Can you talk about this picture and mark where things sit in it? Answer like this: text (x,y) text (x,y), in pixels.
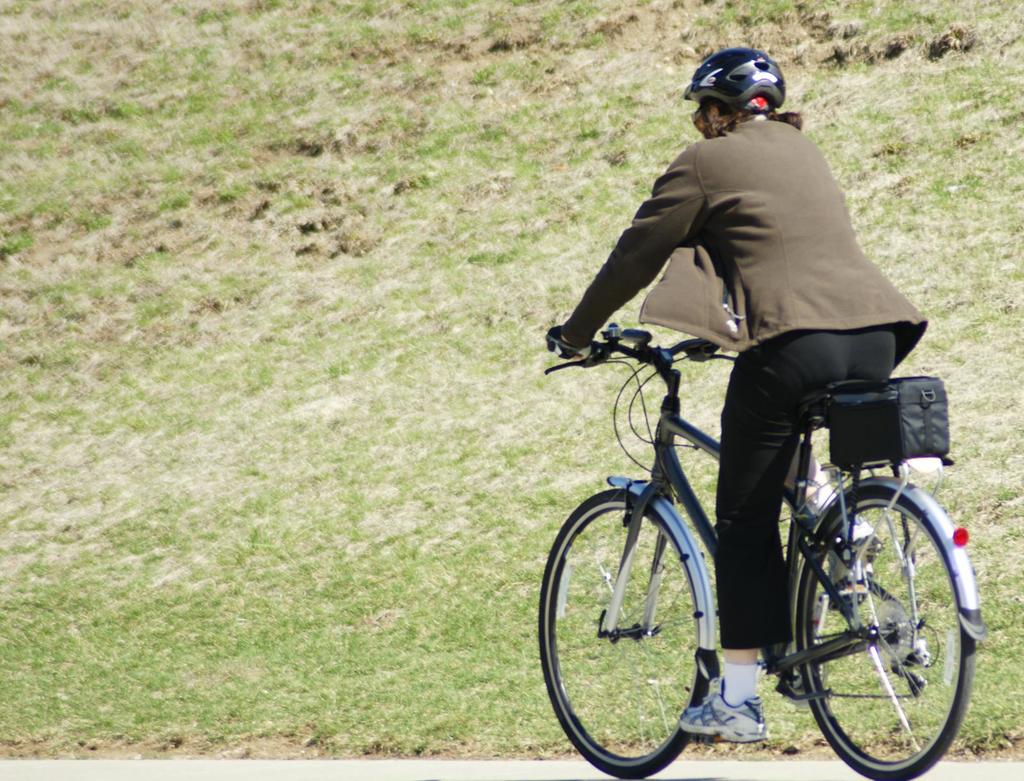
This person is riding a bicycle (652,681) by wearing helmet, socks (739,672), shoes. Backside of bicycle (859,470) there is a bag (838,439). Background (69,11) there is a grassy land (372,550).
